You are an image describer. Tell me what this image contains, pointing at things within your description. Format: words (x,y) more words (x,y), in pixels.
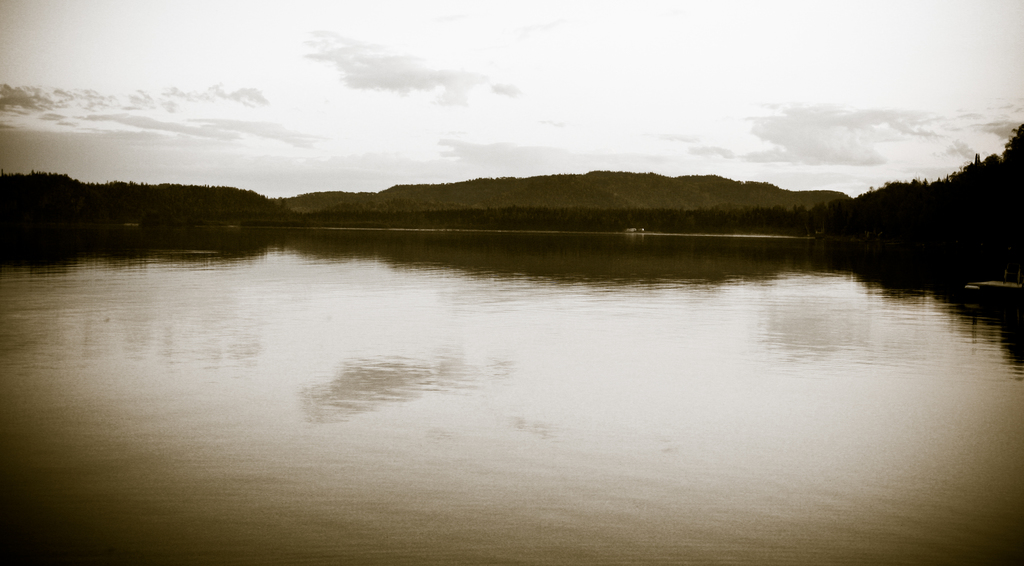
In this image there is water (483,283) in a lake (430,333), behind the lake (238,232) there are trees (884,204) and mountains (314,198).
